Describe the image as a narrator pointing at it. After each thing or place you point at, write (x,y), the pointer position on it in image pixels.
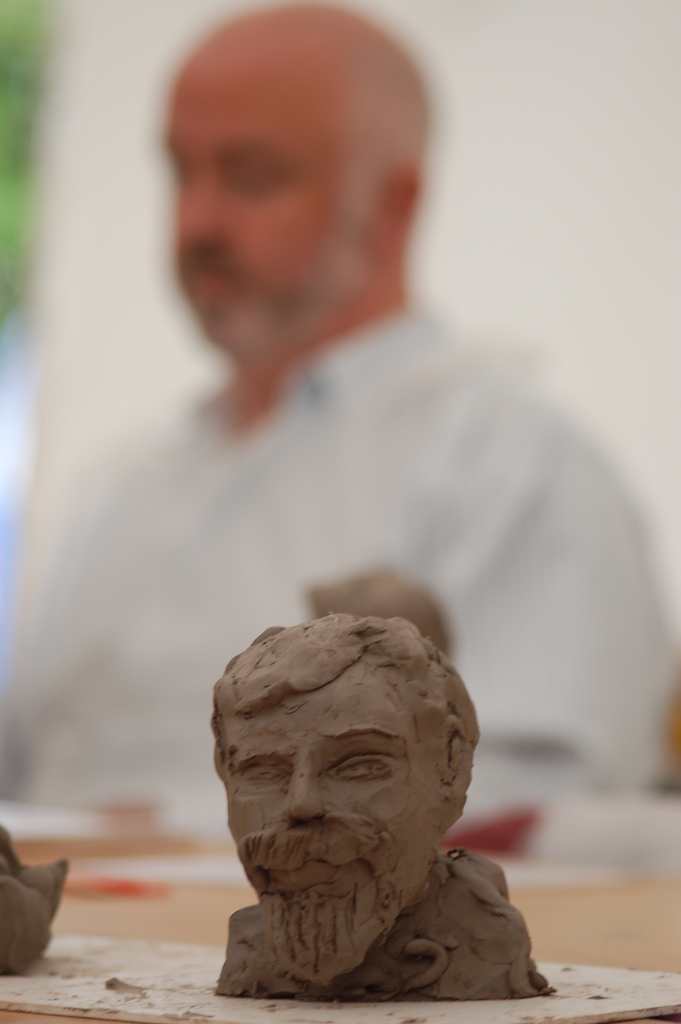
In this image at the bottom (160,927) there is a table (106,917) on that there is a idol (328,728) made with mud (388,773). In the background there is a man (415,487), he wears a shirt (408,531).
